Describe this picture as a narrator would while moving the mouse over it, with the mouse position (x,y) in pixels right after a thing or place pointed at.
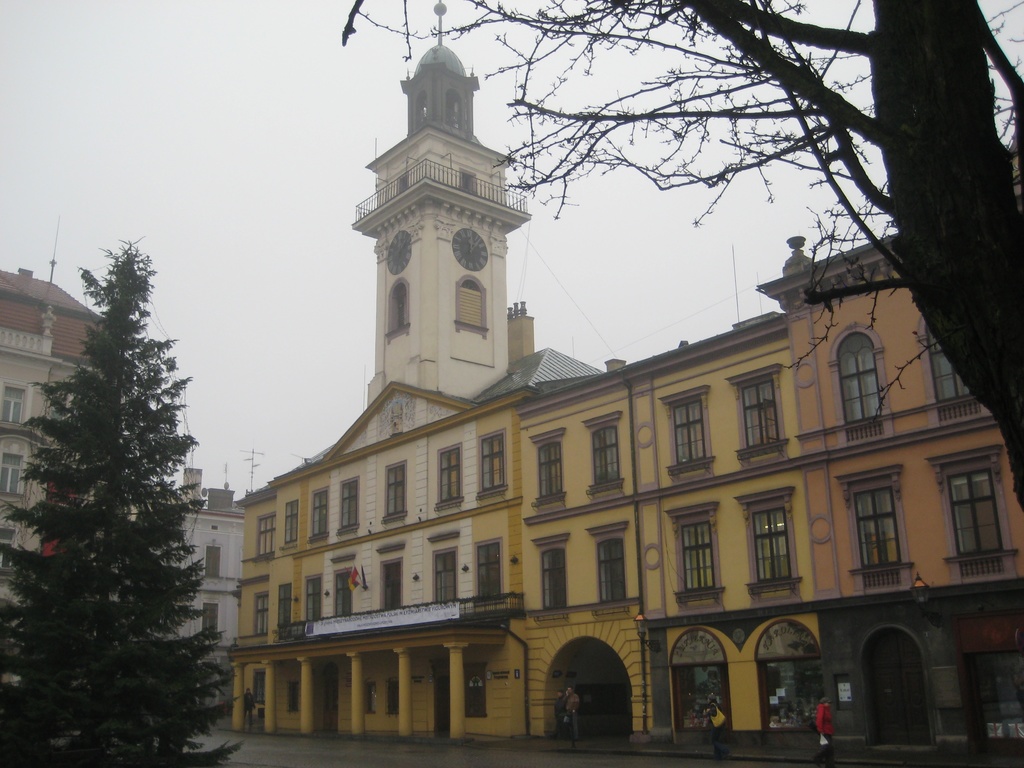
In this image I can see the road (362,745), few persons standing on the road (662,762), few trees (988,300), few buildings (412,550) which are cream, orange, yellow and brown in color and I can see two black colored clocks (401,233) to the building (423,234). In the background (156,283) I can see the sky (367,239).
